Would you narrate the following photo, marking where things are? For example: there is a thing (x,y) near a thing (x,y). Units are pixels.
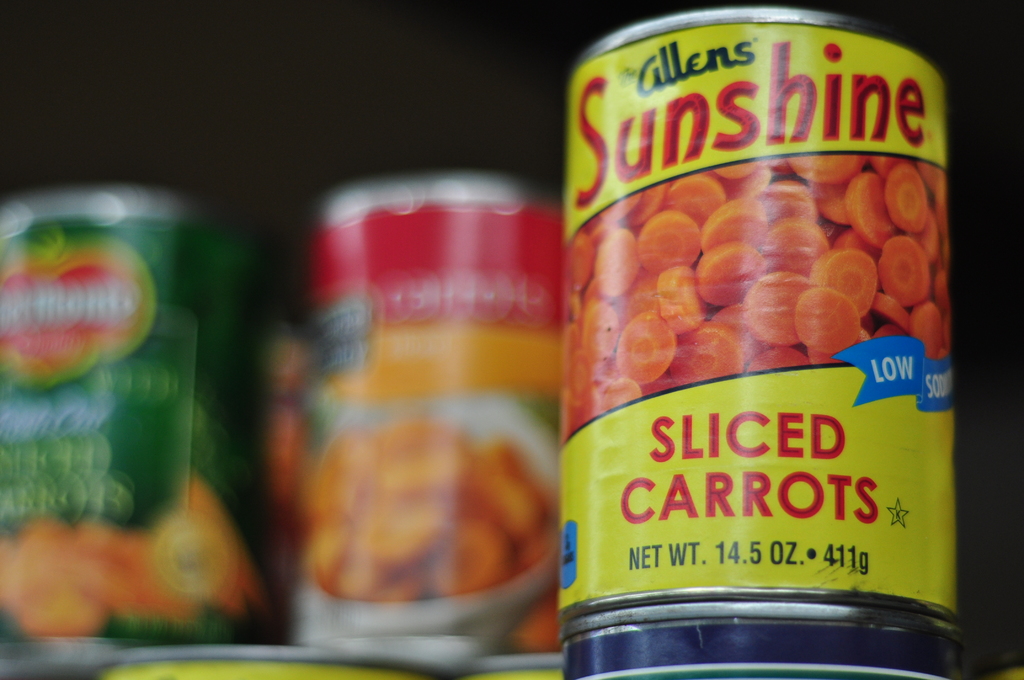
In the image we can see some tins (961,677), on the tins (86,252) there are some alphabets (662,55) and numbers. Background of the image (11,218) is blur.
